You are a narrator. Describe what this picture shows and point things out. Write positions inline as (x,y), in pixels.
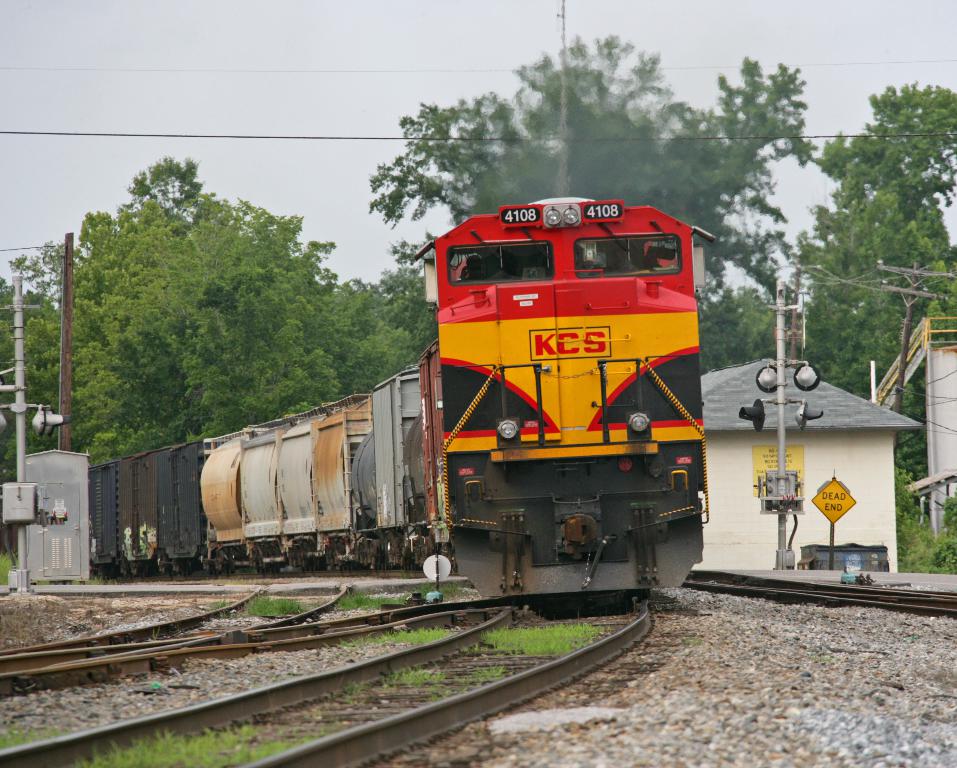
In the image there is a train (396,457) on the track (527,617), in the back (716,230) there are trees (305,335) and above its sky (269,53).
